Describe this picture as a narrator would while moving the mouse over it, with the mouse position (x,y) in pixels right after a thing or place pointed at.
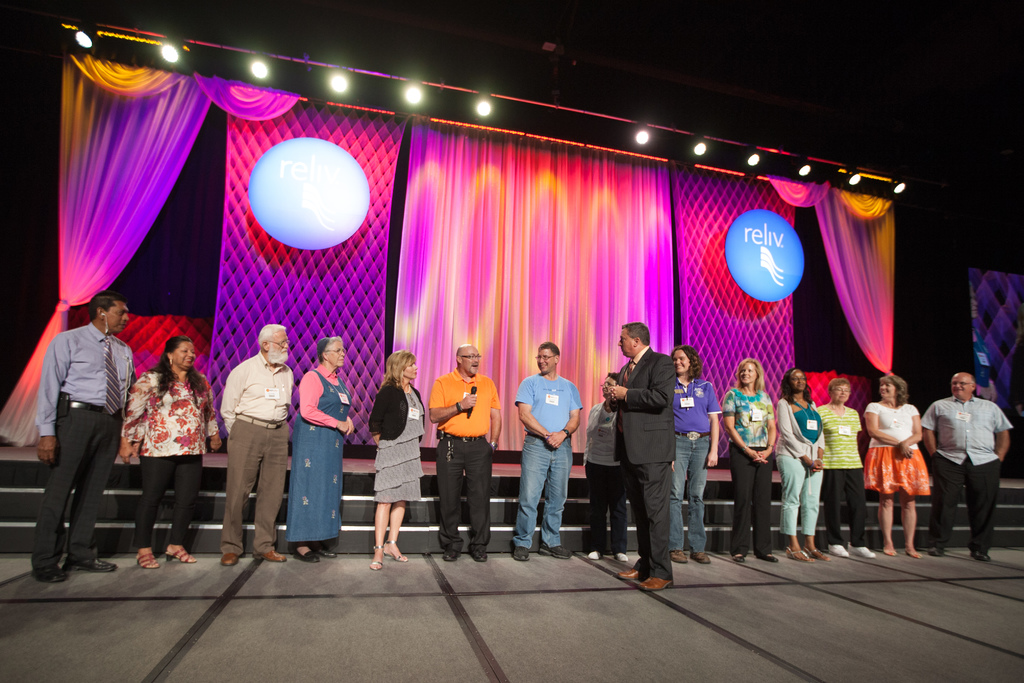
In this image we can see some people (844,493) standing and there is a person (468,488) holding a mic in his hand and we can see the curtains (600,300) and there are two boards (265,196) with some text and we can see some stage lights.
